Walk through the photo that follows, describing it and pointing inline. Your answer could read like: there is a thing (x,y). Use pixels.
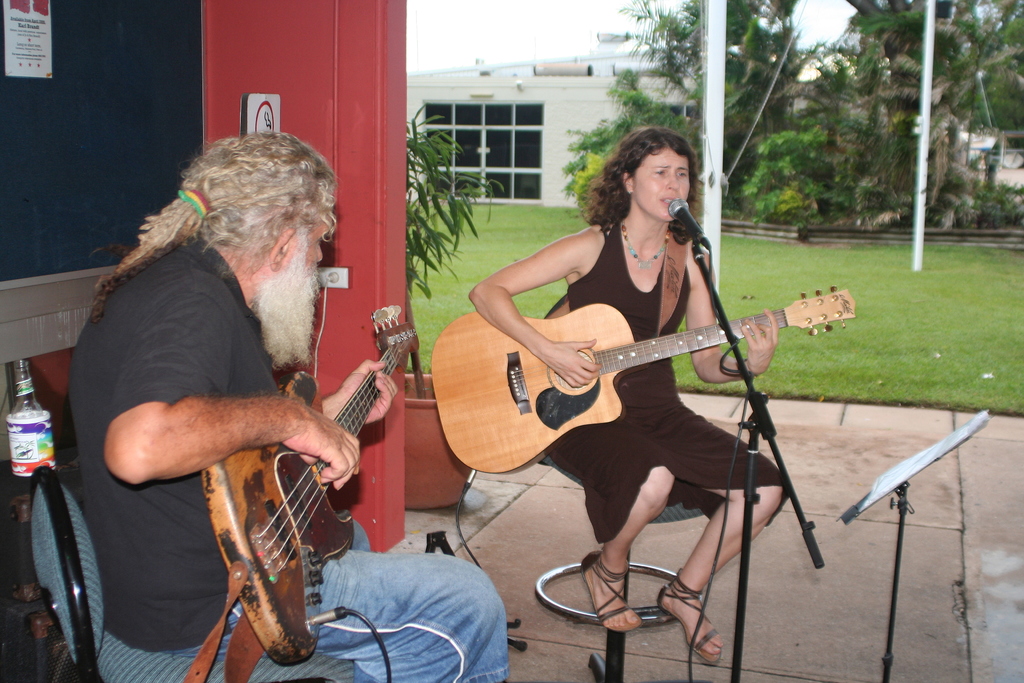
There is a woman (618,268) sitting on the chair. she is singing a song and playing guitar (571,397). I can see another man (117,580) sitting on the chair (88,550) and playing guitar (319,527). At background (548,166) I can see building (525,131) with glass doors (510,155). These are the trees (827,153) and Plants (855,172). This is a mike (698,237) with the mike stand (763,401). At the left corner of the image (47,461) I can see bottle (22,365) kept on the table (22,515). This is a small plant (414,356) which is planted on the flower pot (435,474). This is a pillar (721,126) with white color.
